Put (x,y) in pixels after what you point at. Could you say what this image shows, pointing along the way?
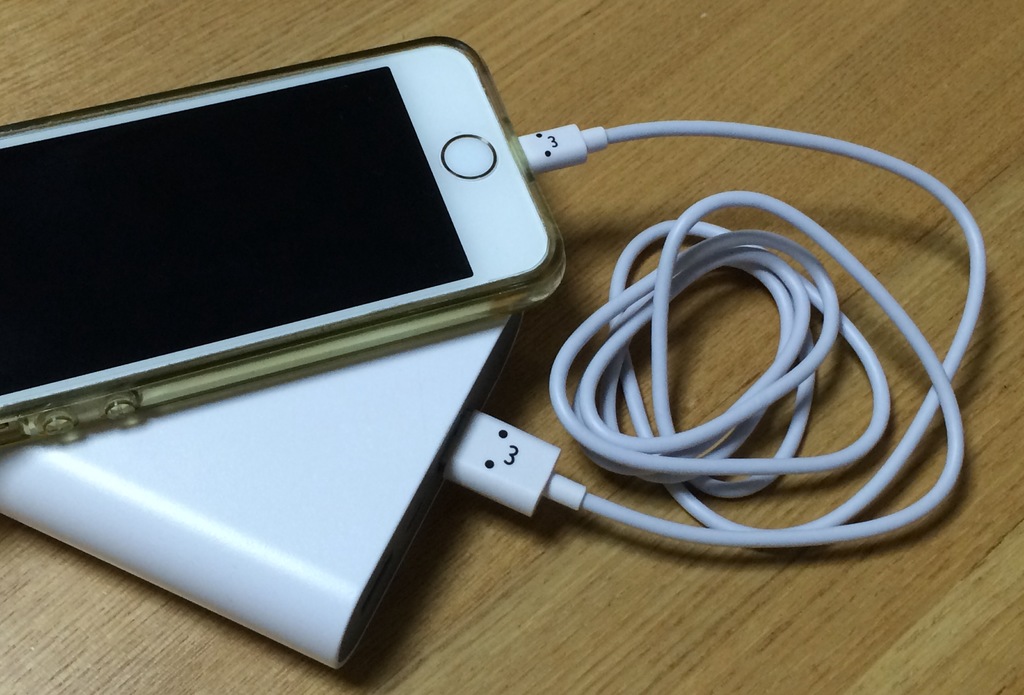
In this image there is a mobile (535,253), power bank (421,439) and a cable (547,163) on a table (720,594).
